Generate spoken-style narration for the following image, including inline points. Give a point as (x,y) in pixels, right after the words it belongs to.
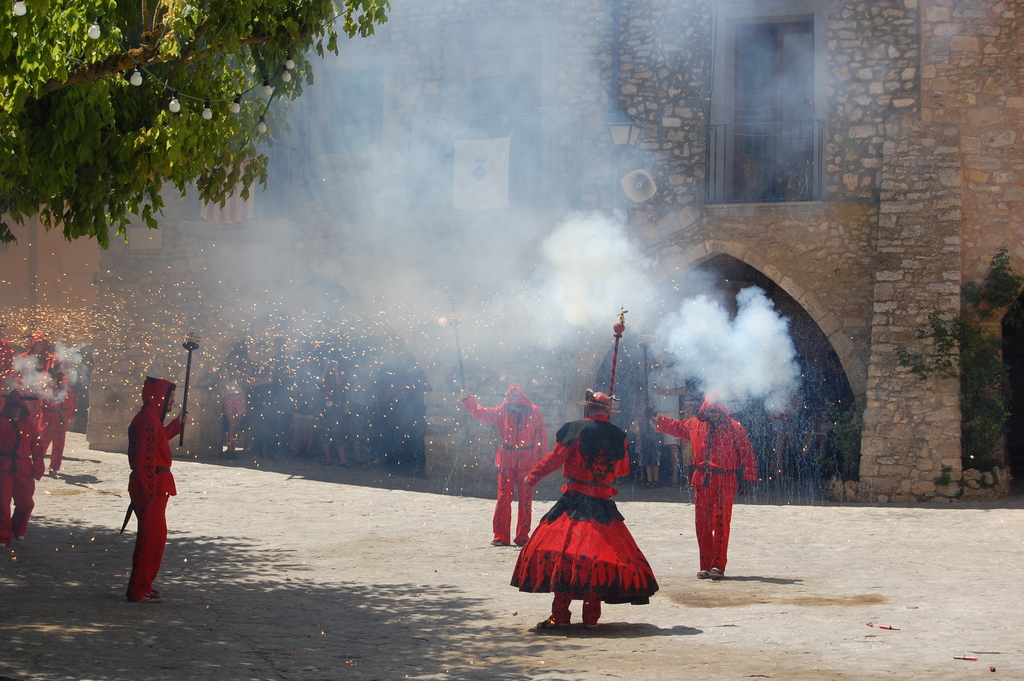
In this picture we can see many peoples (10,423) were wearing a red dress (536,542) and holding the stick (612,354). The smoke (323,338) is coming from the fire (64,318). In the back (674,163) we can see the building (26,272). Under the building (674,163) we can see many people (352,414) were standing and holding the cameras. On the right (982,368) we can see the plants (972,399) on the wall (719,230). At the top (747,178) there is a door (737,53) and balcony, beside that we can see the street lights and speaker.
